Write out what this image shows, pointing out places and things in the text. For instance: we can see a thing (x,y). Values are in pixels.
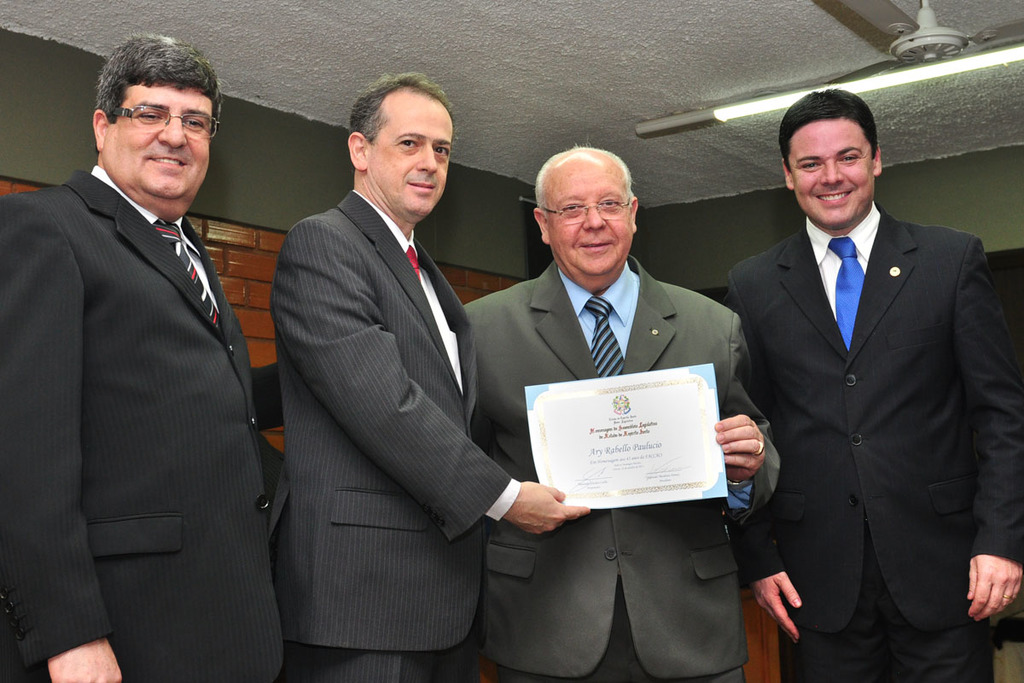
In the image there are four men (425,321) standing in the foreground (381,327) and they are posing for the photo, among them two people (531,353) are holding a certificate (544,420), behind them there is a wall (770,199).
